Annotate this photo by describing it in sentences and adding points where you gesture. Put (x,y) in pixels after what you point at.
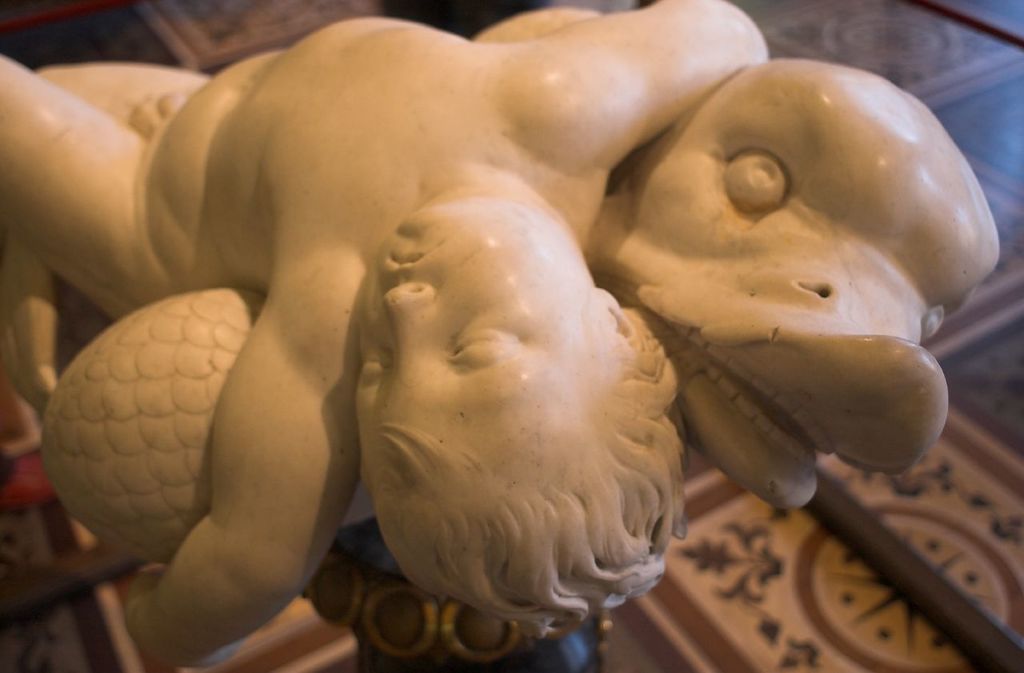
In the center of the image (623,262) there is a depiction of a boy (305,522) and a animal (669,156).
